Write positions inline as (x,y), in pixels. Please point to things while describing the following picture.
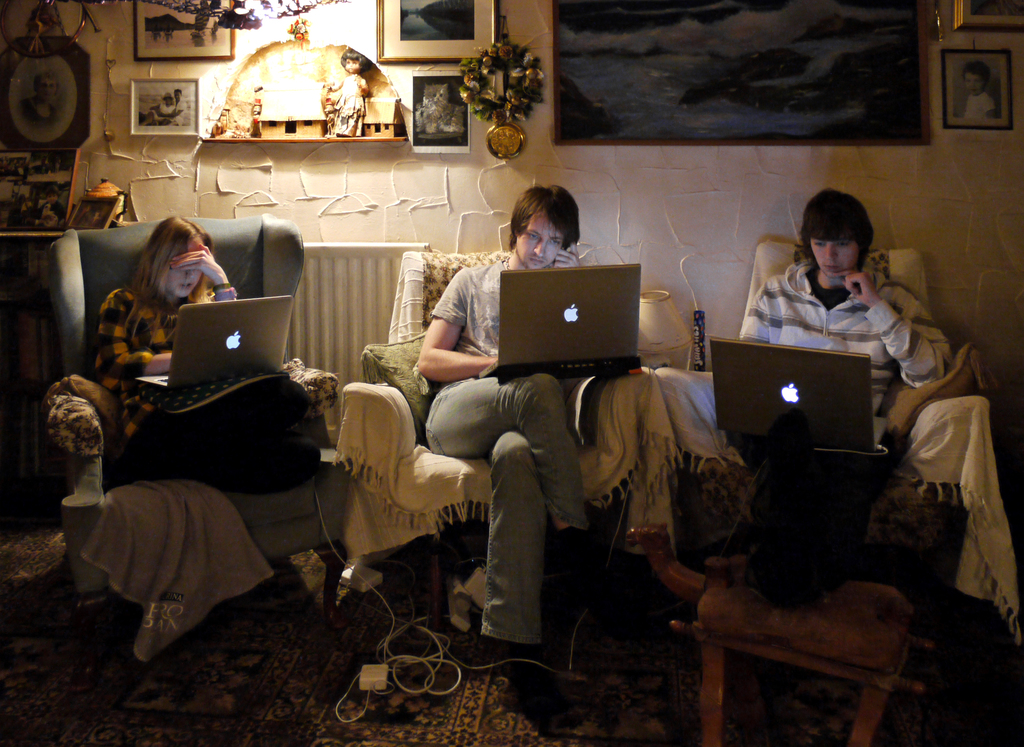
In this image we can see people (849,337) sitting on the couches (637,430) and holding laptops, carpet (416,686) on the floor (294,624), decors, cables (381,646) and wall hangings (510,120) attached to the wall (306,149).
